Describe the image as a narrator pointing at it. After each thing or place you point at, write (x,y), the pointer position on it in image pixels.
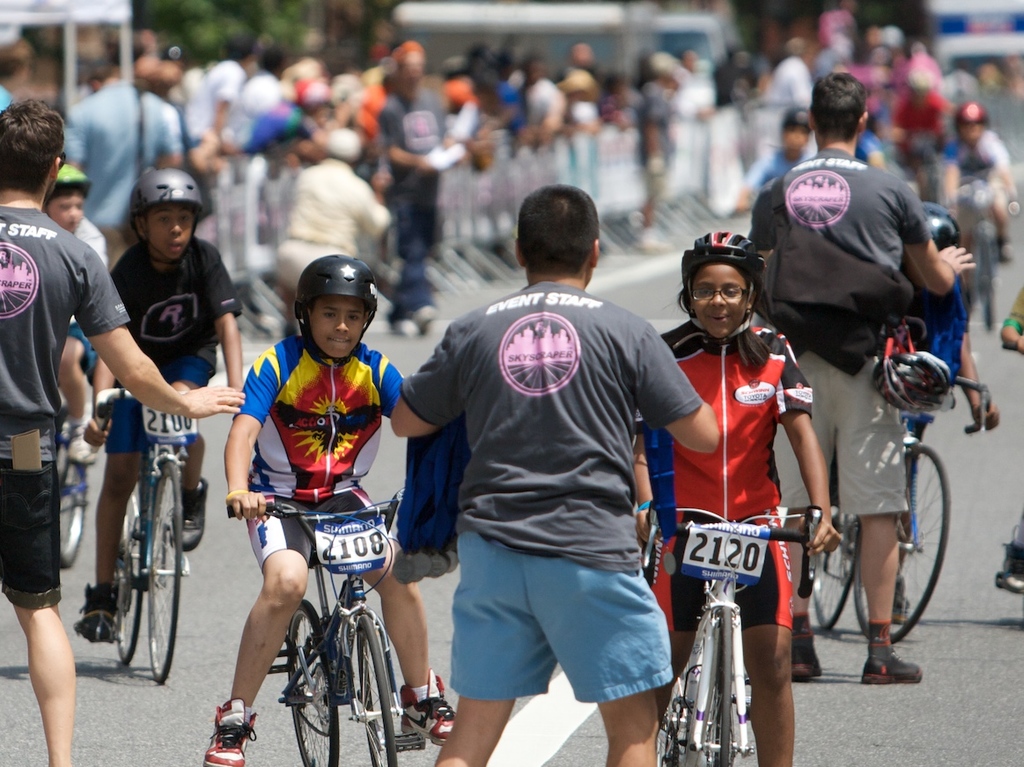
Here we can see some persons (241,720) on the bicycles (852,564). This is road (648,253). There are some persons (480,99) standing on the road (634,286).
